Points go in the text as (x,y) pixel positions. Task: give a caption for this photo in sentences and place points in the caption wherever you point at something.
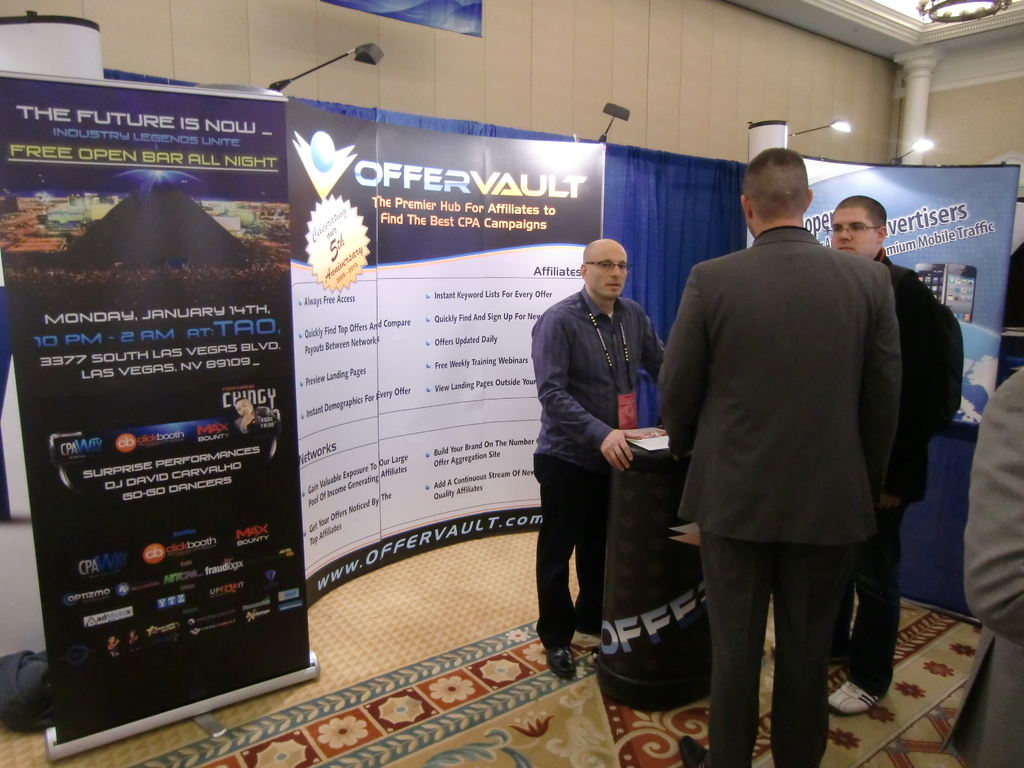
In the background (866,70) we can see the wall (639,87) and a pillar (909,86). We can see hoarding boards (948,243) and at the top (923,147) there are lights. We can see people (929,437) standing on the floor (392,764).
